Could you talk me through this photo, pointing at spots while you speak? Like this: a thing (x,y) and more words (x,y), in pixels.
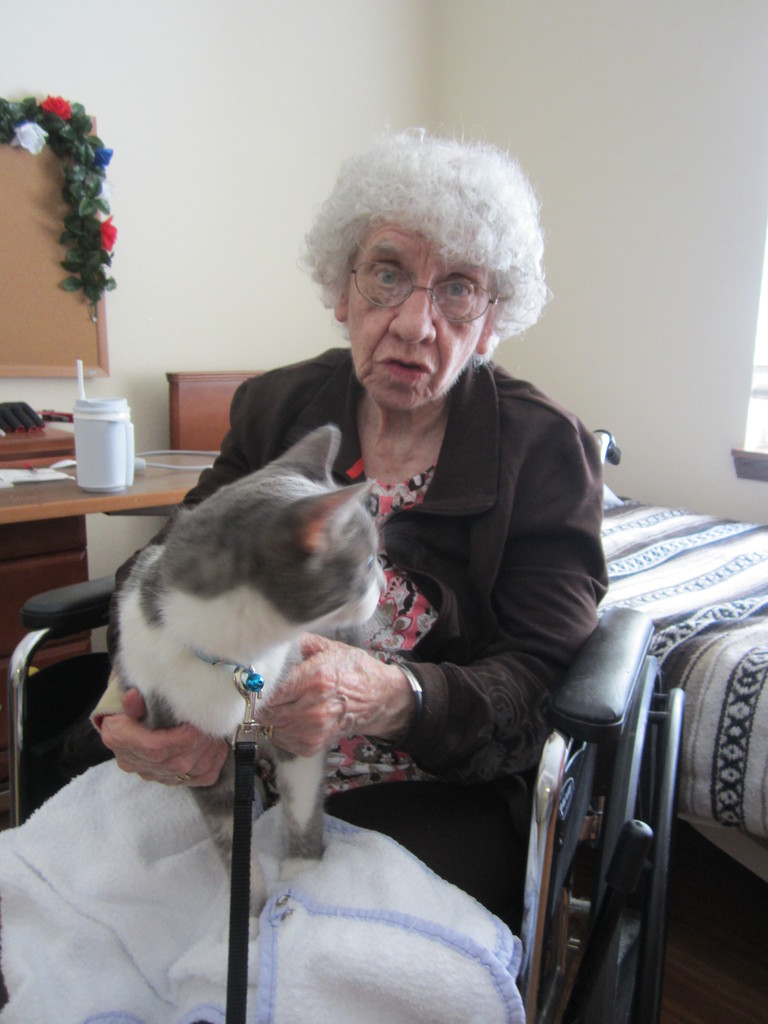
In the picture we can see an old woman (369,737) sitting on the wheel chair (41,780) and she is with white hair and she is holding a cat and in the background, we can see a bed (679,653) and beside the bed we can see a table (5,597) on it, we can see a white color cup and into the wall (648,406) we can see a cardboard frame (69,316) with some plant and flower decoration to it.
